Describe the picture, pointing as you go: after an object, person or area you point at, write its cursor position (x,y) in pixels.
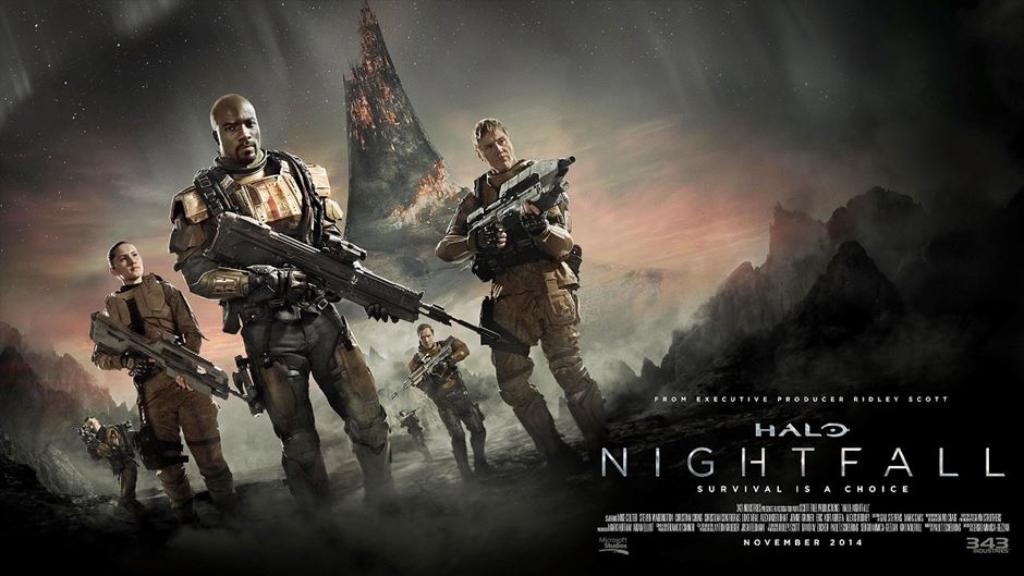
In the image we can see a poster (187,8), in the poster (694,363) few people (179,500) are standing and holding some weapons (128,349).
